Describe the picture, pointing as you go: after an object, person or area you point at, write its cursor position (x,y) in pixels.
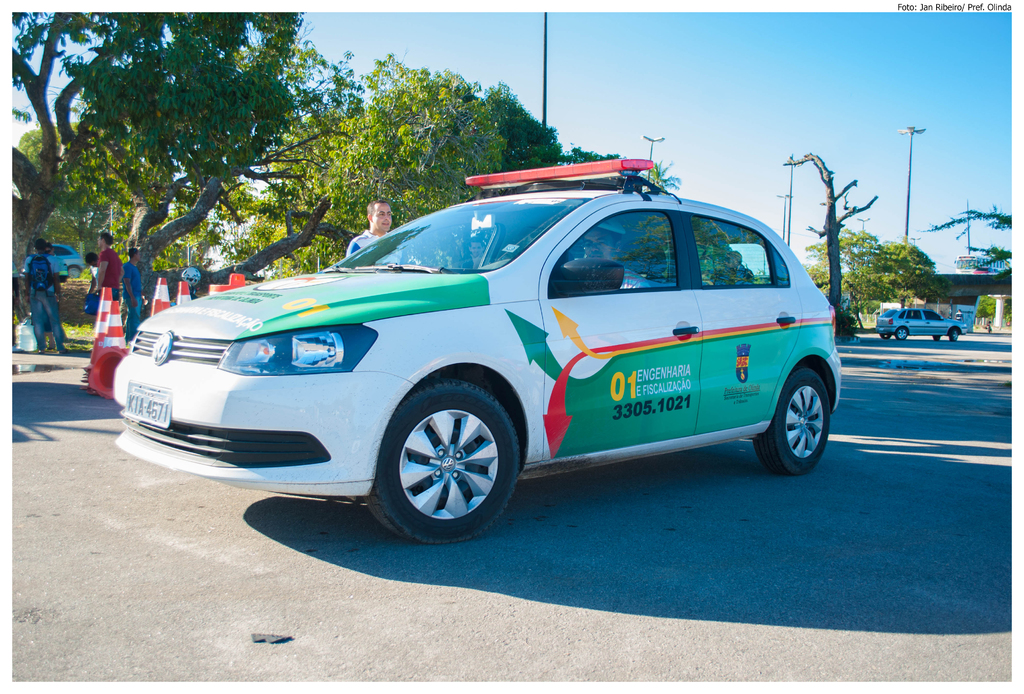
In front of the image there is a car (460,285), behind the car (460,285) there are traffic cones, a few people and trees (277,170). In the background of the image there are cars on the roads (838,345), lamp posts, bus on the bridge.
